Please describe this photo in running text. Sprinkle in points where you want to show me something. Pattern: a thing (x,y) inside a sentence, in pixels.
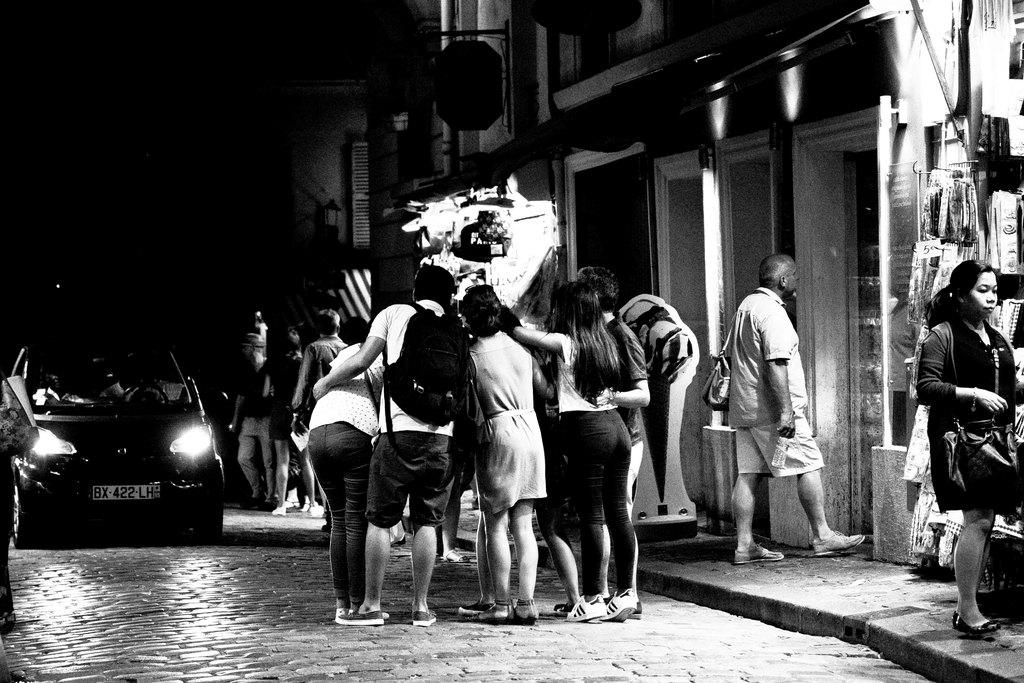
In this image I can see a group of people (429,557) standing beside the building (754,248), at the back (152,424) there is a car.
